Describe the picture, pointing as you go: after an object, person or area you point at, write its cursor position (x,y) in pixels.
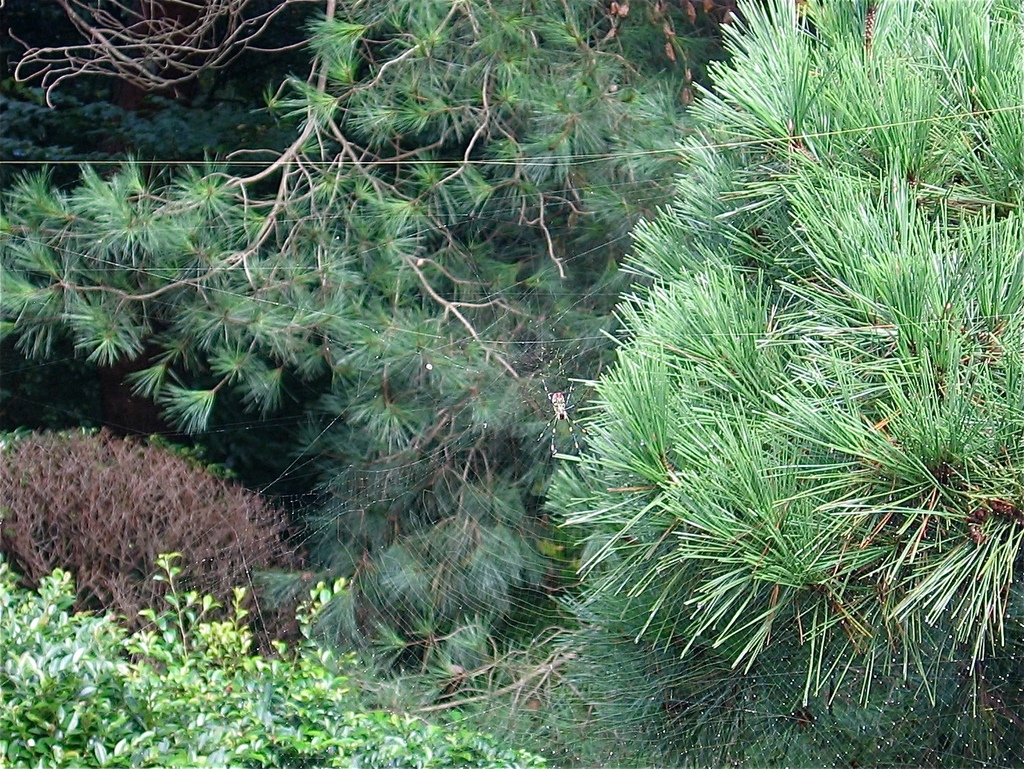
In this image we can see many trees (496,537) and plants (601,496). There is a cable (569,155) in the image.
